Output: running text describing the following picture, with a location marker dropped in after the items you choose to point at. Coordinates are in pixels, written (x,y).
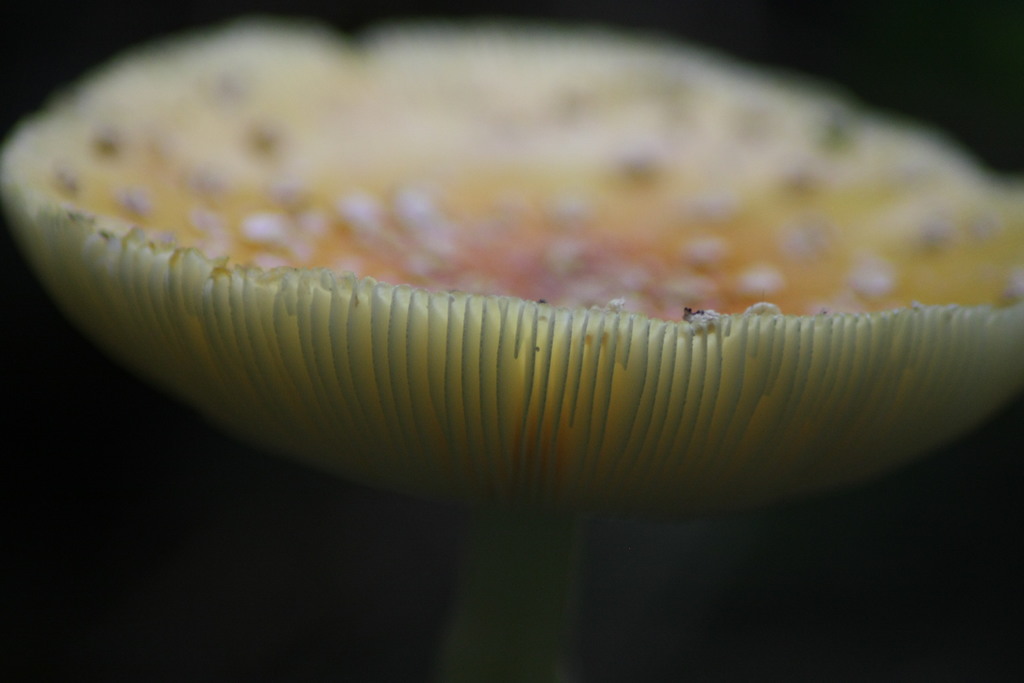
In the picture I can see something looks like a mushroom (618,311). The background of the image (763,561) is blurred and dark in color.
